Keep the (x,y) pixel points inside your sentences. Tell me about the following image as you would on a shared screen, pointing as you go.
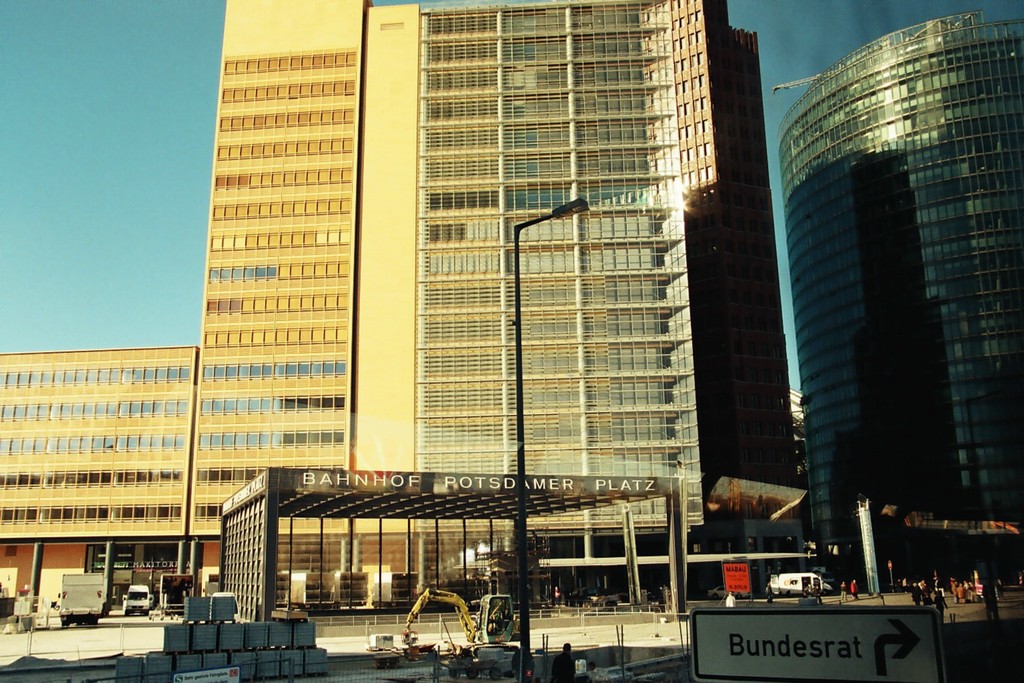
In this image we can see buildings (225,375). Behind the buildings (122,477), sky (74,178) is there. Bottom of the image (833,650) sign board (817,655), vehicles (72,586), persons (921,596), pole (525,618) and rectangular shaped things (239,647) are there.
